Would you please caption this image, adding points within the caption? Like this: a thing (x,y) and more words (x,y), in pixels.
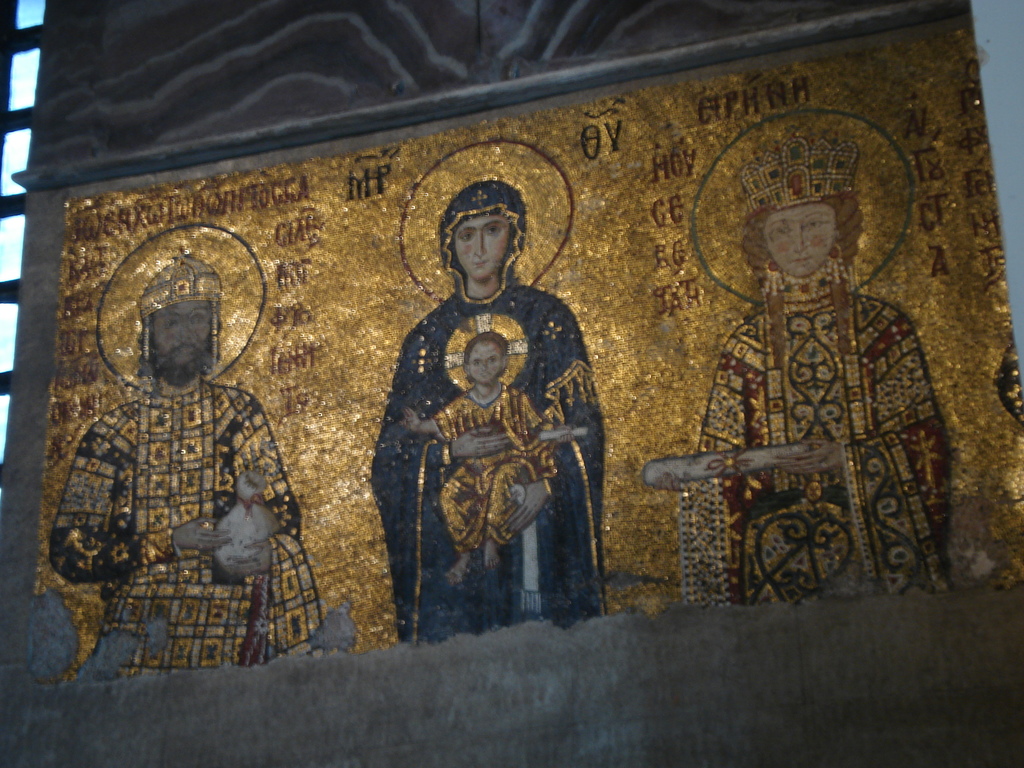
In this picture we can see a mosaic (354,300) on the wall (249,169), in the mosaic (397,439) we can find few people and some text (668,274).
